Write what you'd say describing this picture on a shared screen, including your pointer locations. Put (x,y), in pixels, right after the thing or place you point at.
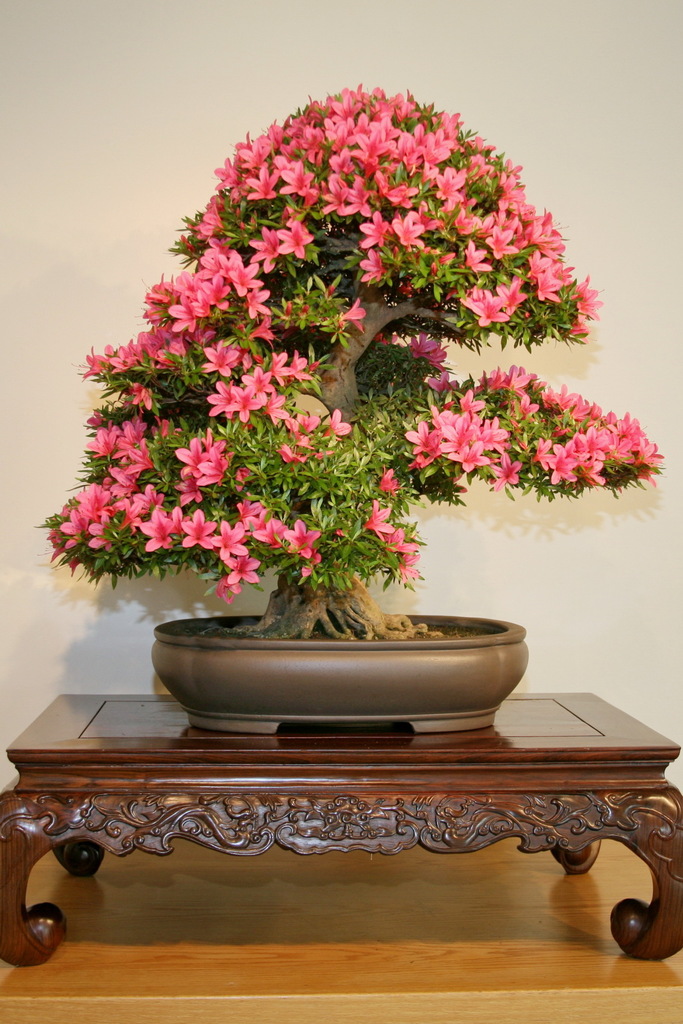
In this image In the middle (274,450) there is a table (349,795) on that there is a house plant (353,596) and there are many flowers (358,181). In the background (197,83) there is a wall (122,178).
